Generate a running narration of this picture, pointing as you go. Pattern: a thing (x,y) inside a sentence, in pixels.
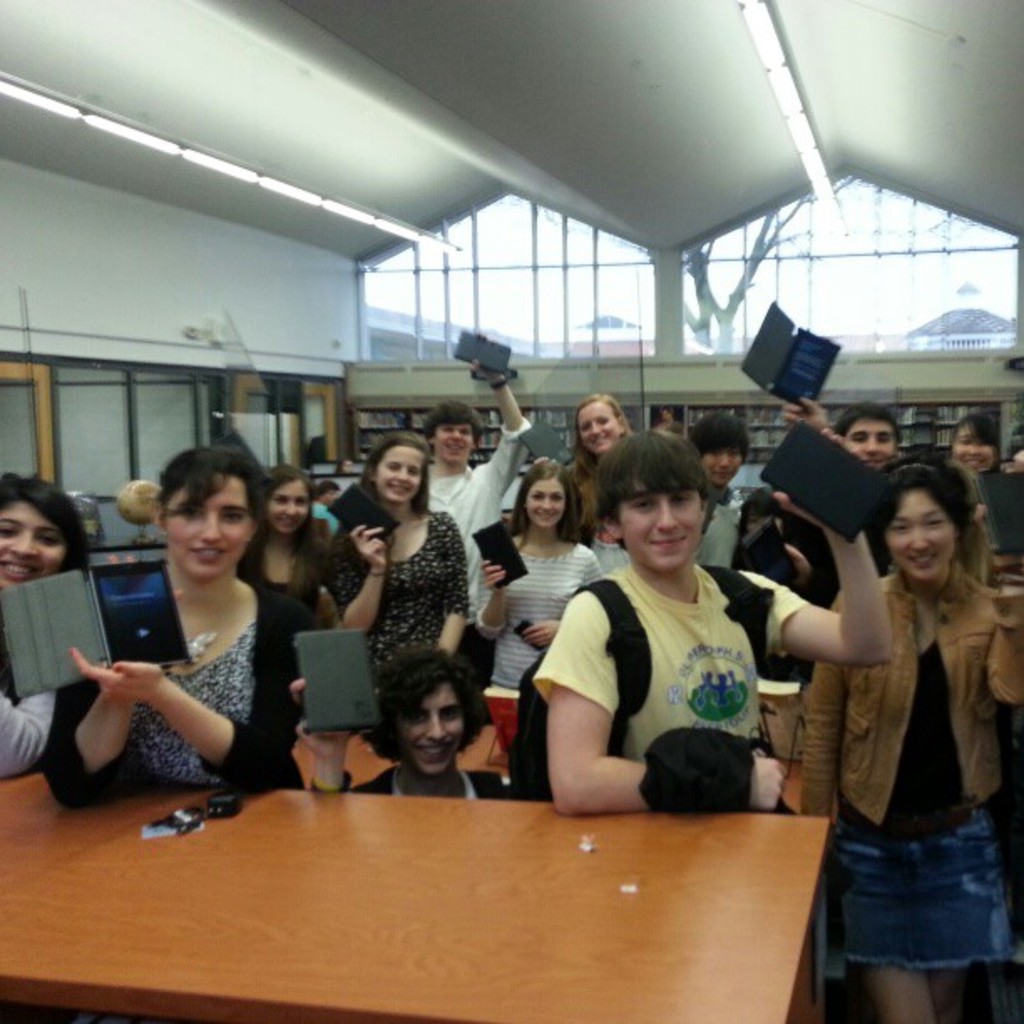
In this image we can see people (549,557) sitting on the chairs (516,710) and some are standing on the floor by holding tablets (490,538) in their hands (363,543). In the background (777,422) there are books (765,425) arranged in the racks (718,406), electric lights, buildings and sky (722,247).
